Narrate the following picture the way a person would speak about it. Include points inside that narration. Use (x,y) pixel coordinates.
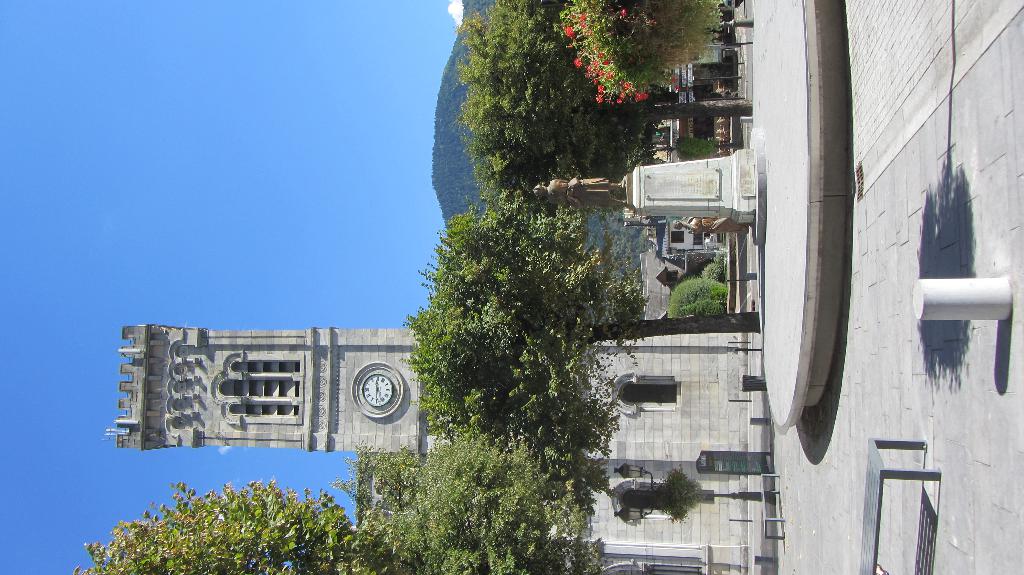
In this image we can see a clock tower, here are the trees (566,237), here is the statue (681,185), here are the flowers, at above the sky (321,234) is in blue color.
